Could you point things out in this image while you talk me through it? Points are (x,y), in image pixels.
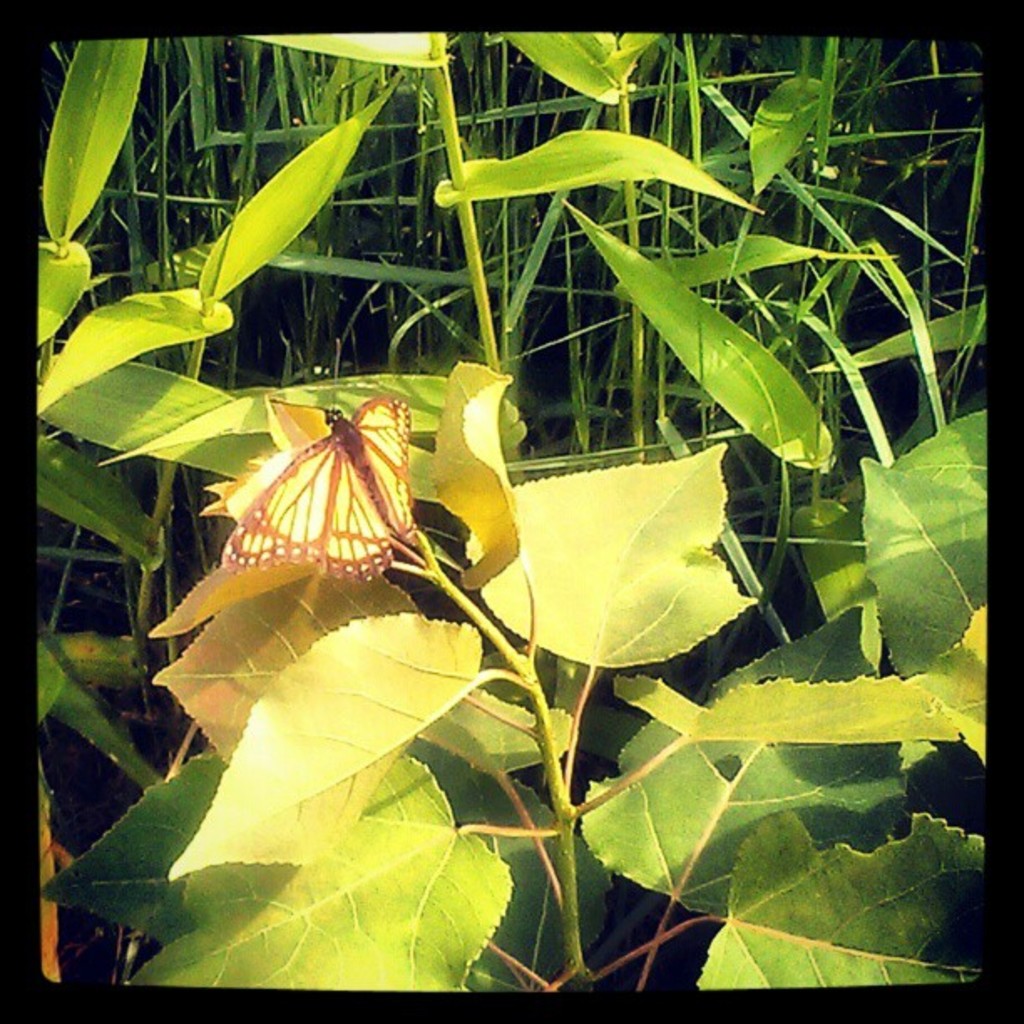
We can see the butterfly (307,485) on a leaf (288,419) and we can see green plants (460,825).
